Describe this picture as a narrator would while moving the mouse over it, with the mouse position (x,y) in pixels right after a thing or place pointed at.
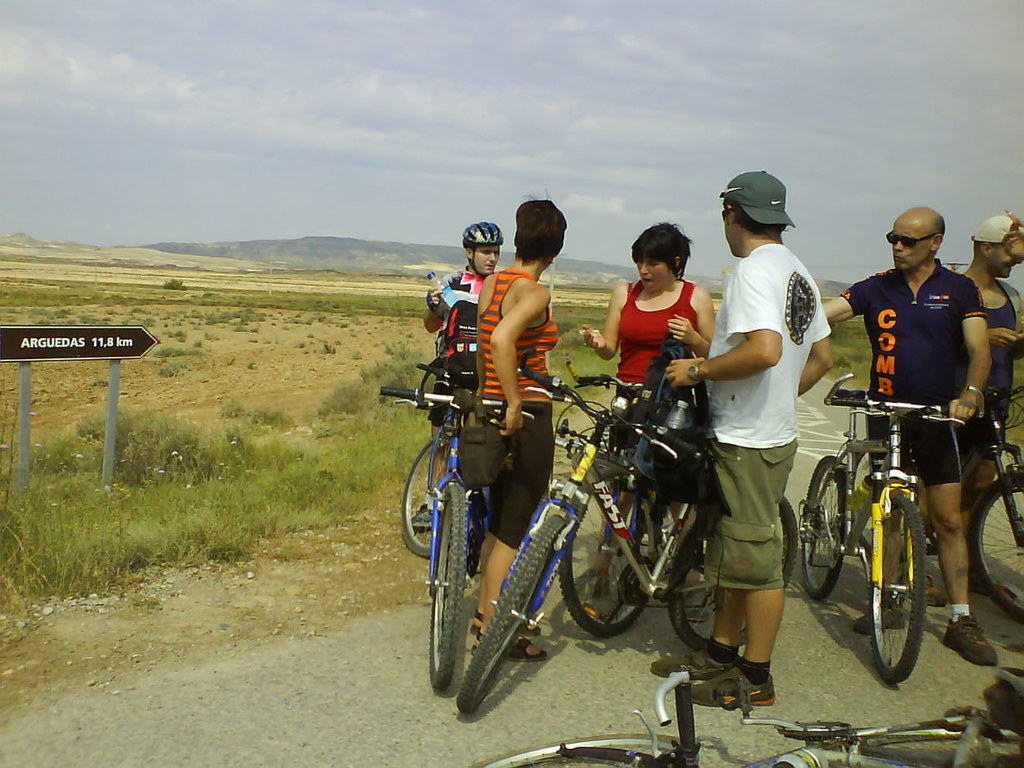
In this picture we can see some group of people (726,241) standing beside the bicycles (683,559).
